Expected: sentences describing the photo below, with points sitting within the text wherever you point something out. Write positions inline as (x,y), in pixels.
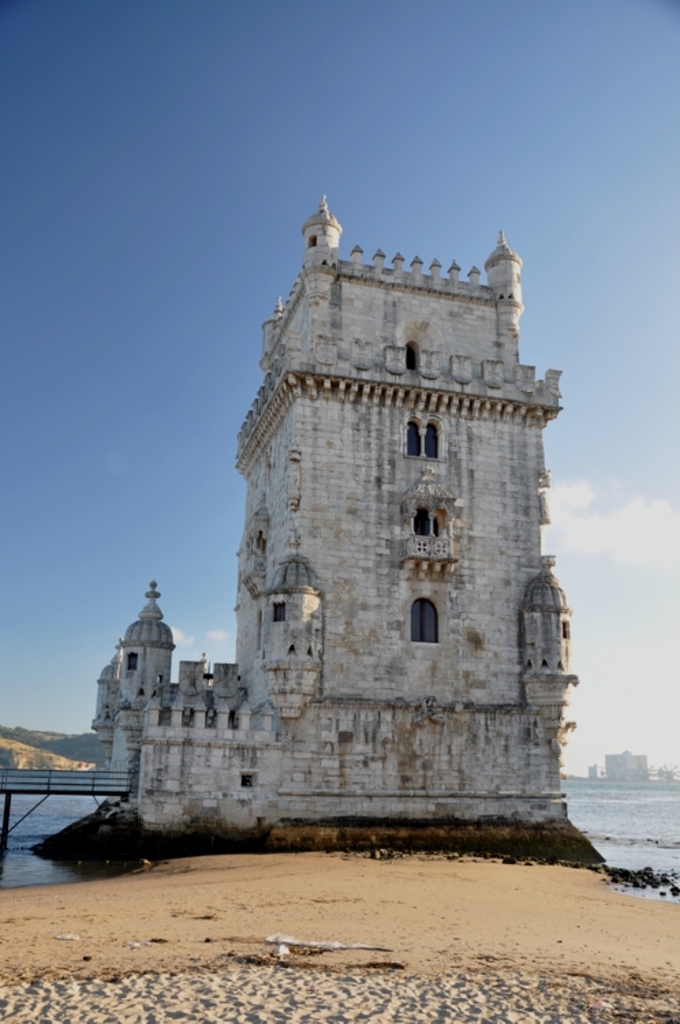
In this picture we can see buildings (539,659), sand (667,947), water (29,809) and a few things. We can see the clouds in the sky (41,350).
